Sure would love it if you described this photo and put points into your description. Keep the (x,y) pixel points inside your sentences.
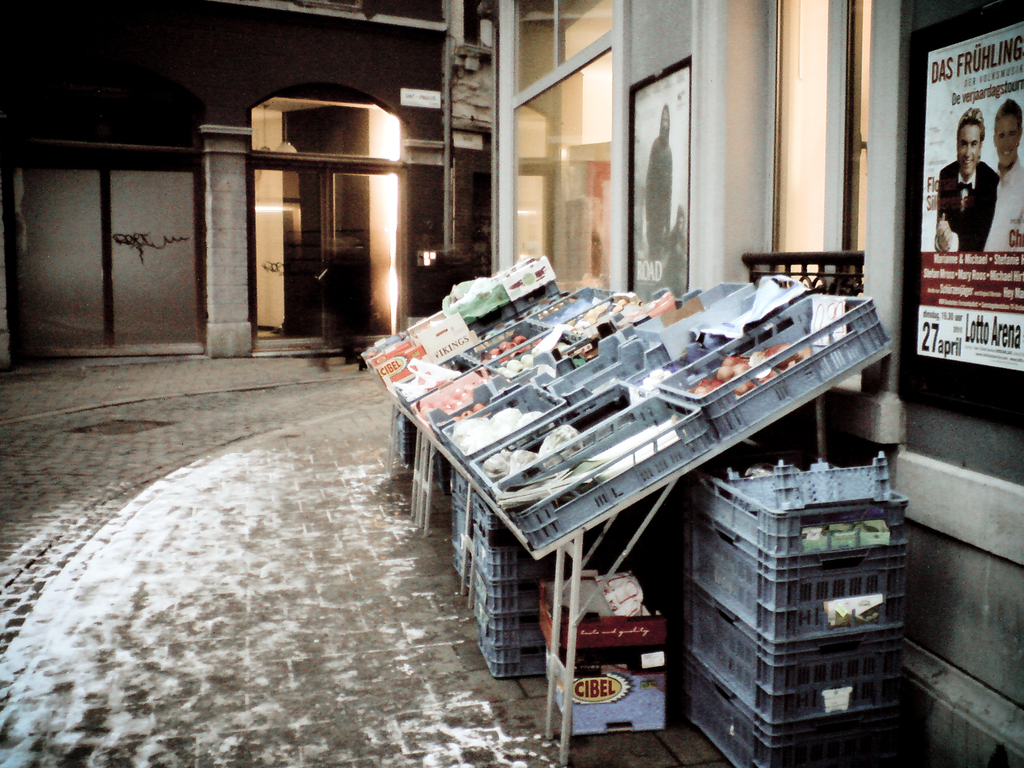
In this image I can see number of containers (592,695) and in these containers (634,413) I can see few things (509,359). I can also see few buildings (556,153), few posters (972,99) and on these posters (1000,221) I can see something is written.
